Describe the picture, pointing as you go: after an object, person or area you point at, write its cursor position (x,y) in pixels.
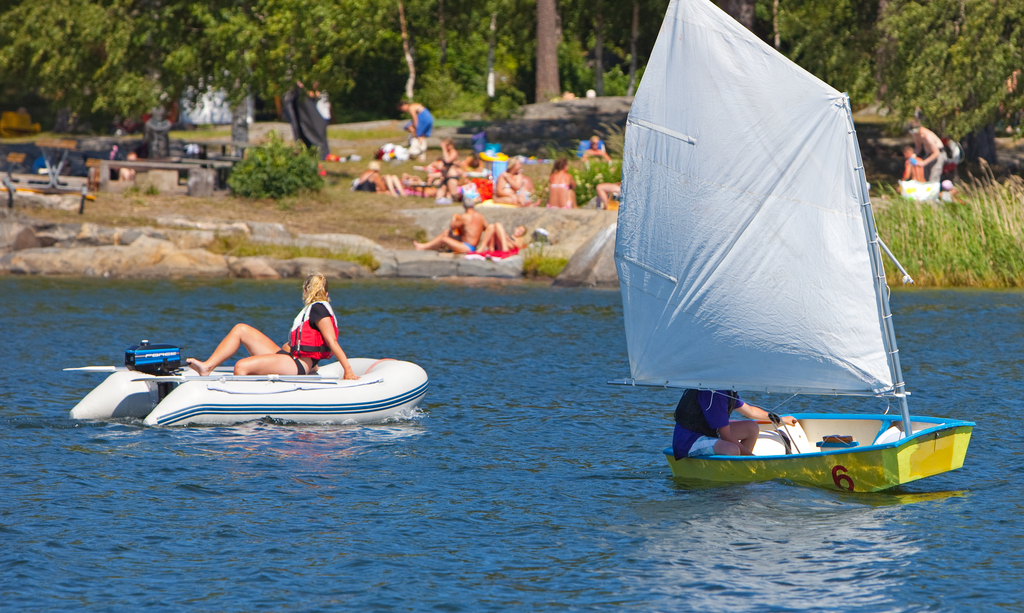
In this image we can see boats (328,382) on the water (574,414) and two person (321,353) in the boats (818,472), there are few people (464,227) on the ground (393,221) and there are few benches (112,162), trees (280,100) and plants (292,165) in the background (290,161).
